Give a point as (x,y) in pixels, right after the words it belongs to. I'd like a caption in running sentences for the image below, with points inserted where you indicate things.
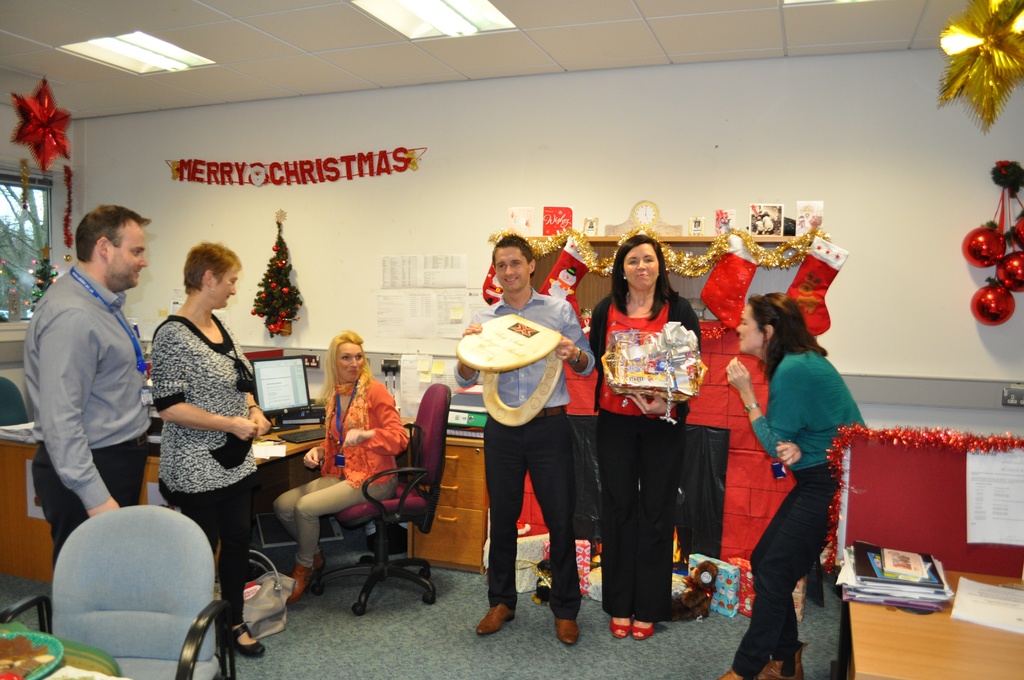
In the image we can see that, there are six person (511,381). Five of them are standing and one is sitting. This is a Christmas tree (277,271), chair (159,581) and desk (932,614).
